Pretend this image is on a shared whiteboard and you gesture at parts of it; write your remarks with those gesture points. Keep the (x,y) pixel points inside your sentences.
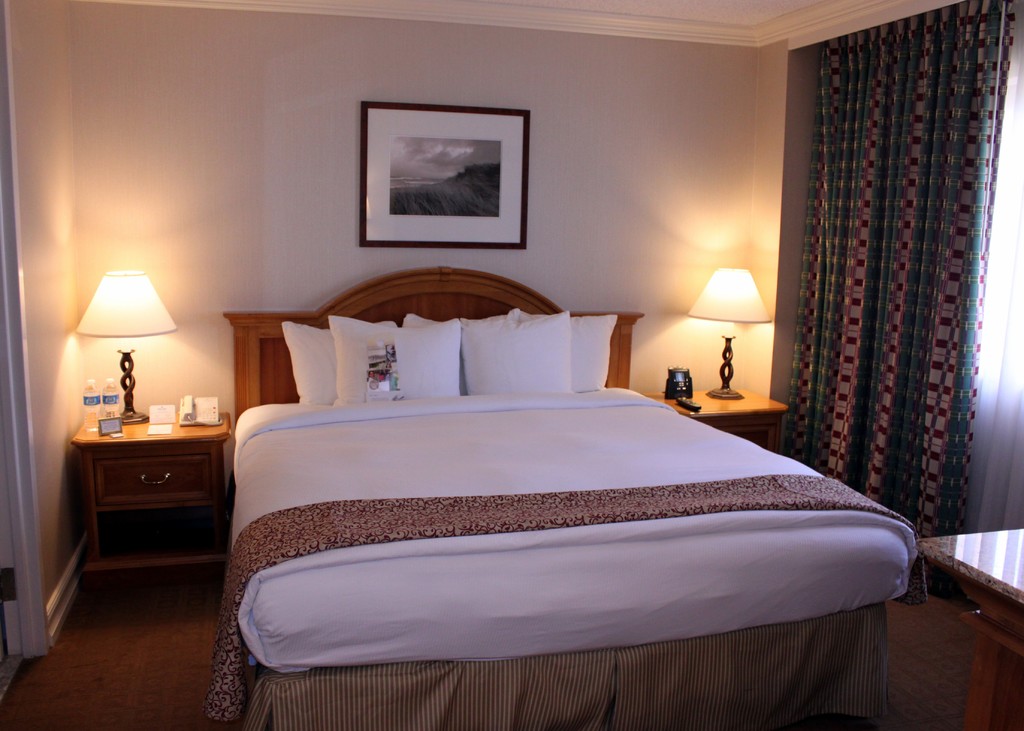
This image is taken inside a room (484,122). This room (322,137) consists of a bed (292,380), a blanket (374,472), pillow (472,386) and a bed sheet (586,649) on it. In the left side of the image (219,425) there is a drawer (221,440), on that there is a lamp (130,407), water bottles (113,410), paper (162,421) and telephone (193,424). In the right side of the image (842,377) there is a wall (799,49) with curtains (881,353). At the top of the image (738,2) there is a ceiling (671,1). At the background (613,44) there is a wall (692,59) with a frame (426,180) on it.
